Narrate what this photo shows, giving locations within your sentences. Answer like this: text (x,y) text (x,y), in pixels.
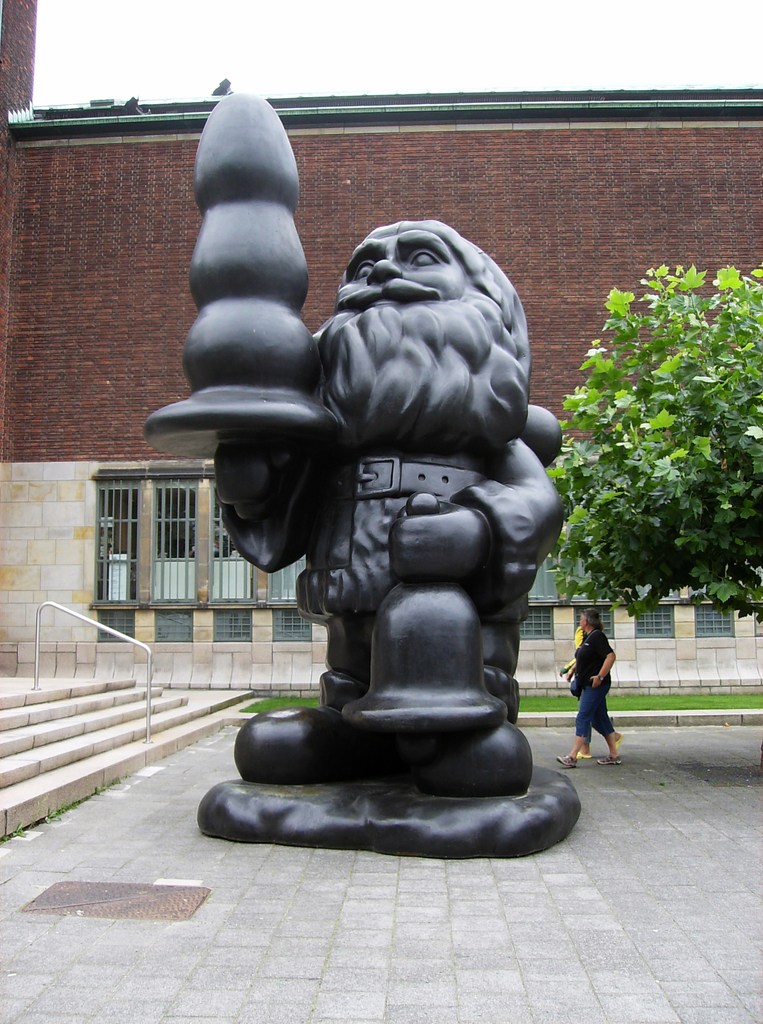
In the center of the image (435,403) we can see a black color statue (415,671) on the ground (477,888). In the background (643,118) we can see a building (565,308), tree (655,382), persons (598,656) and also stairs (130,732). Sky (471,44) is also visible.
